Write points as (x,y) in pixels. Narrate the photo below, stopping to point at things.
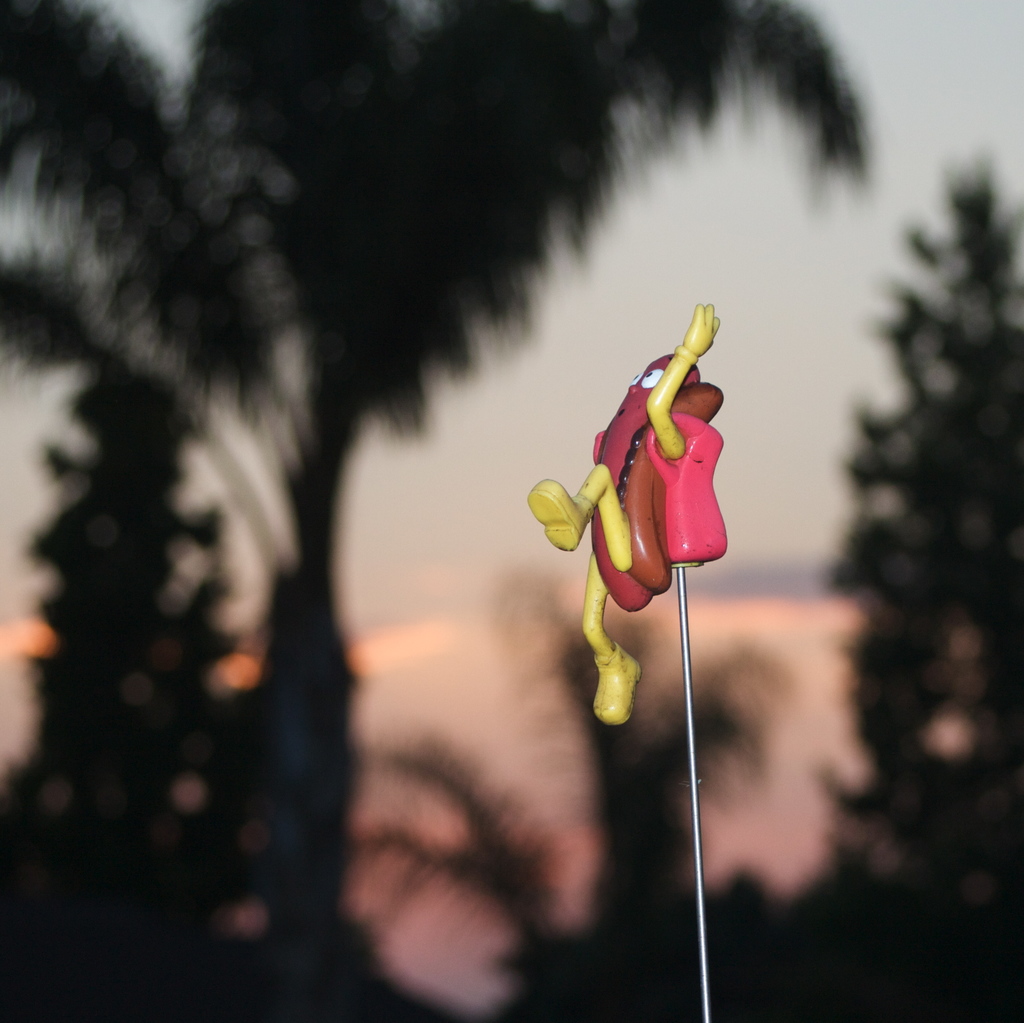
As we can see in the image in the front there is a toy (647,411). In the background (374,536) there are trees (770,696) and sky (831,307). The background (26,787) is blurred.
